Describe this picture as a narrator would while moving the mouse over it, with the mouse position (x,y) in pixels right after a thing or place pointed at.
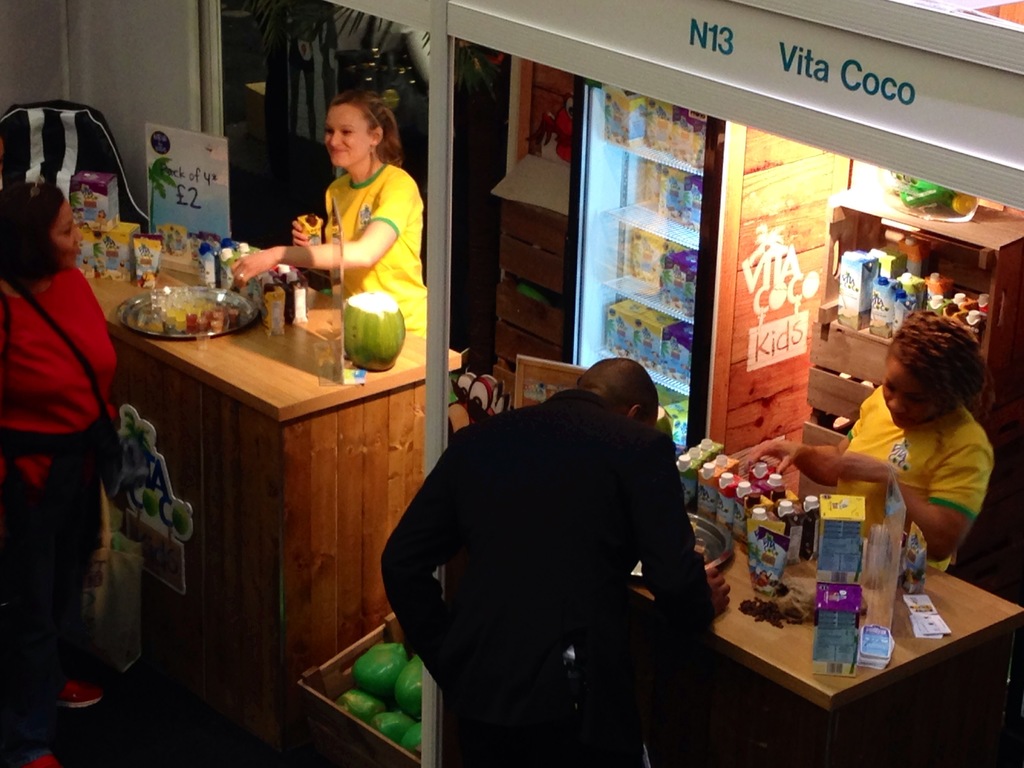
This is a picture taken in a room (501,618), there are a group of people (89,455) standing on the floor (180,691) in front of these people (785,462) there is a table (256,398) on the table (260,391) there are fruits (384,334), plate (139,316) and some food items (137,245). Background of this people (77,257) there are drink machine (629,264) and a wall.
